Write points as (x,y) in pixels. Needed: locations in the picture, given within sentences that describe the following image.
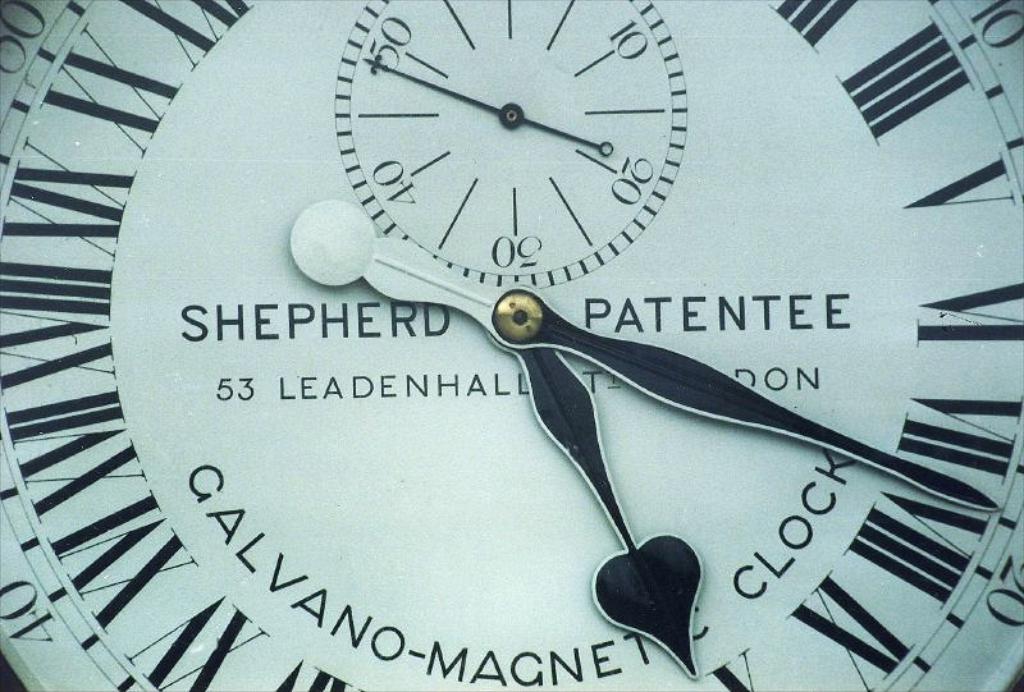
In the image we can see a clock (131,209), there are roman letters (89,180), numbers (501,261) and these are the clock needles (545,378).
